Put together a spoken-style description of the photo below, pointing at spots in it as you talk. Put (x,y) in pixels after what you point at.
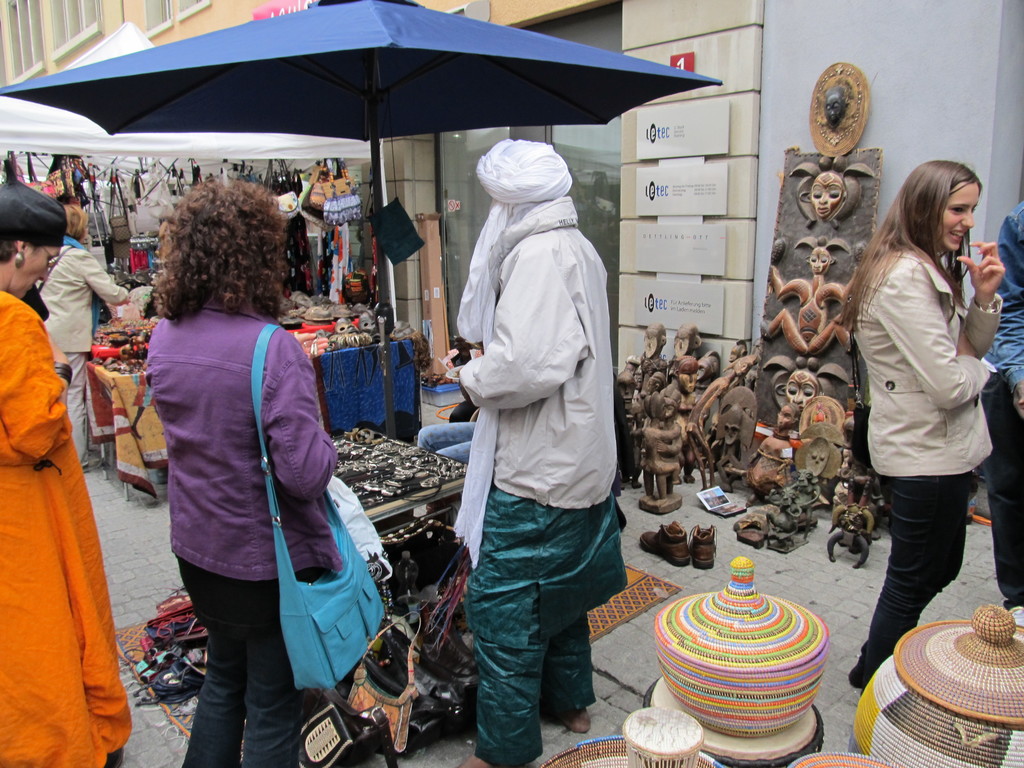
In this image, there are a few people (917,293). We can see a few tents (203,86). We can also see the ground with some objects (1010,660). We can see some stalls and some objects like bags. We can also see some tables (399,442). Among them, we can see a table (383,404) covered with a cloth (396,357) and some objects (344,321) are placed on it. We can see the wall (670,55). We can also see some boards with text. We can see some decorative objects (839,223) and some objects (1001,644) in the bottom right corner (750,597).
